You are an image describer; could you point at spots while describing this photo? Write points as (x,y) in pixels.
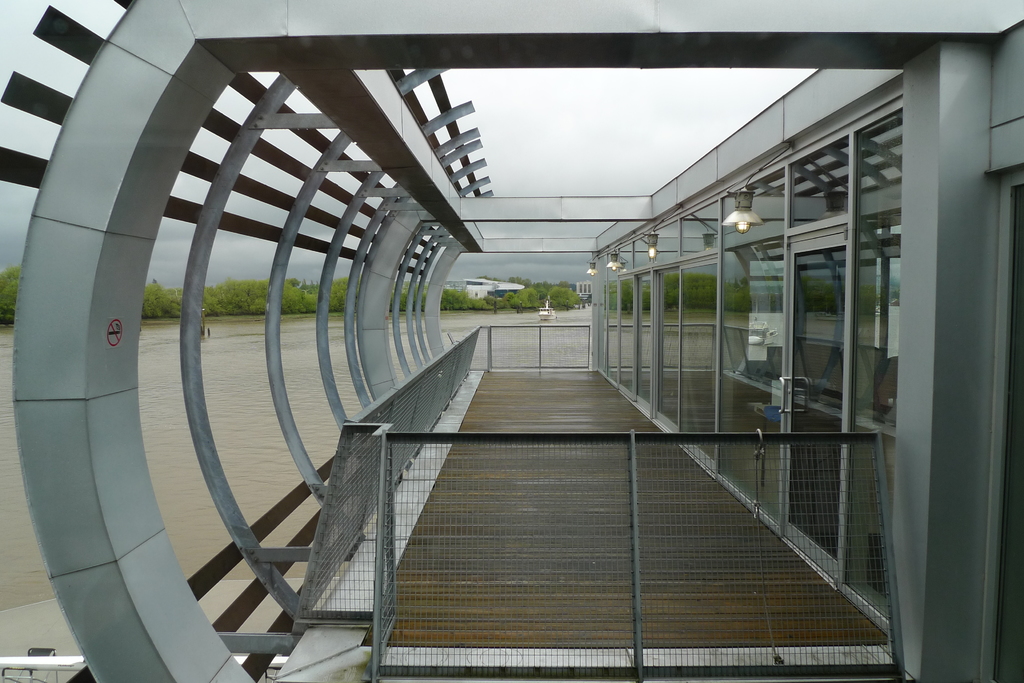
In this image in the front (518,548) there is a fence (484,564). On the right side (735,355) there are windows (685,328) and there is a door (821,366), there are lights (736,199). On the left side (111,347) are metal rods (362,285) and there is a railing (433,362). In the center (355,398) there is water (268,395) and in the background (300,289) there are trees (238,292) and there is a boat (545,313) sailing on the water (528,313), there is a building (484,285) and the sky (594,95) is cloudy.
